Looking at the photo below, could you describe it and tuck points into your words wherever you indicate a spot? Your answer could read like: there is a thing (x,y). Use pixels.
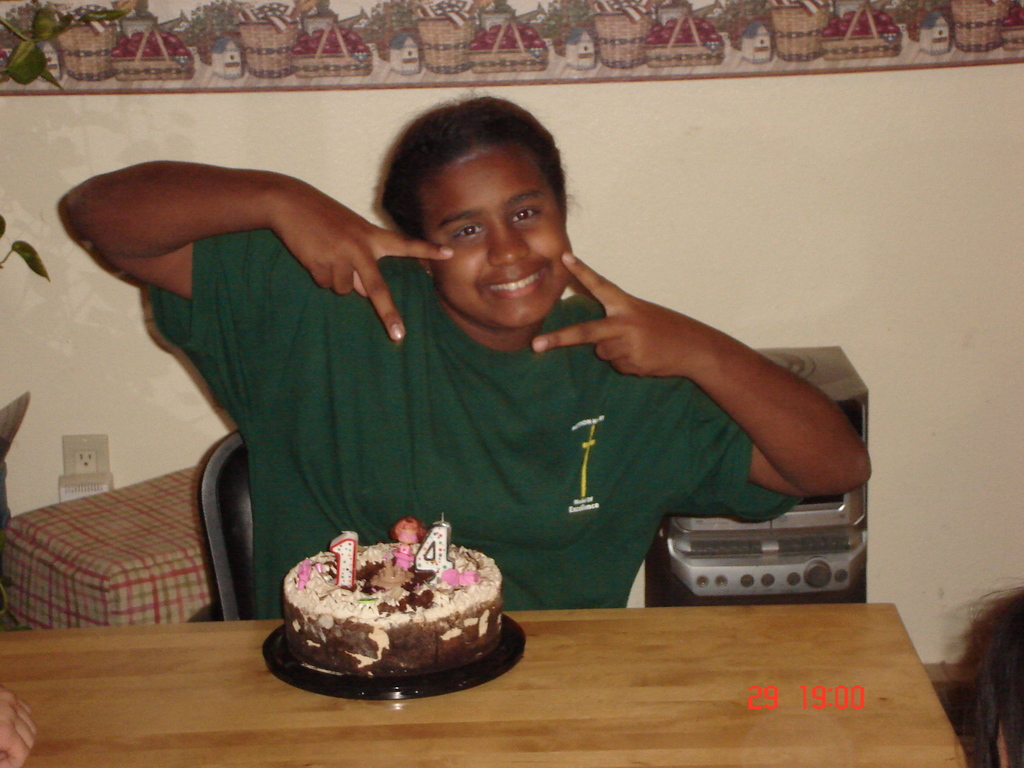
This is the picture of a person (464,415) wearing green shirt (530,460) sitting on the chair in front of the table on which there is a cake (391,593) and behind her there is a desk (80,507) and a speaker (855,521).
